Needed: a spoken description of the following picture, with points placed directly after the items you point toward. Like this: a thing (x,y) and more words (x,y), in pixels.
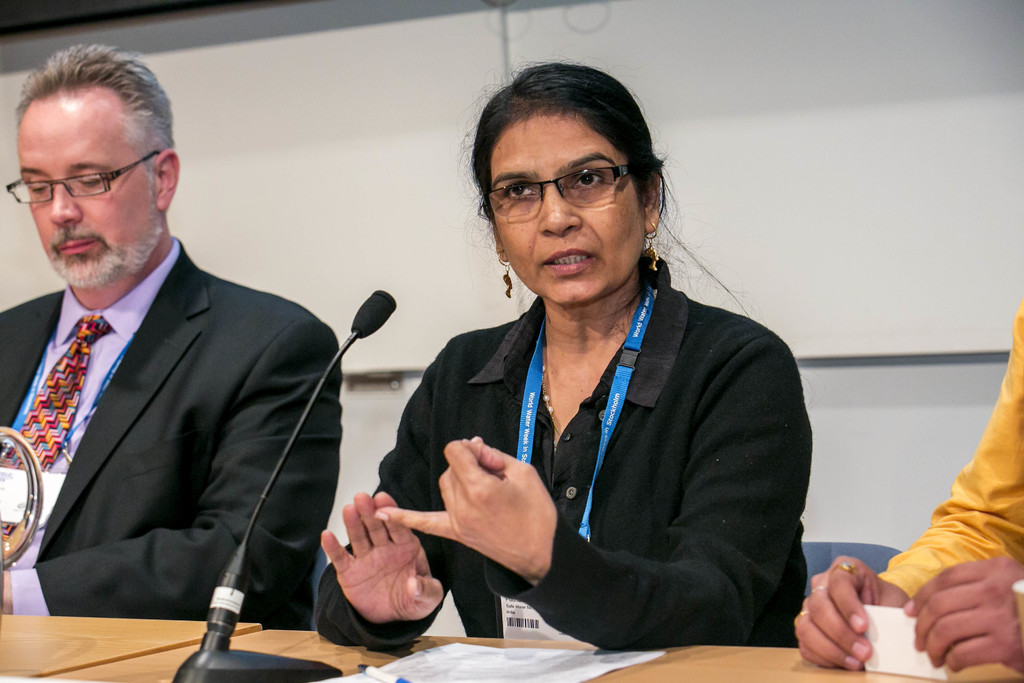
In this picture we can see three persons (705,360). In the middle of the picture (598,342) we can see a woman (608,398) talking on the mike (320,672) and she wore spectacles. There is a table (185,622). On the table (303,647) there are papers (569,672), pen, and a mike (180,666). In the background (410,187) there is a wall (723,41).
